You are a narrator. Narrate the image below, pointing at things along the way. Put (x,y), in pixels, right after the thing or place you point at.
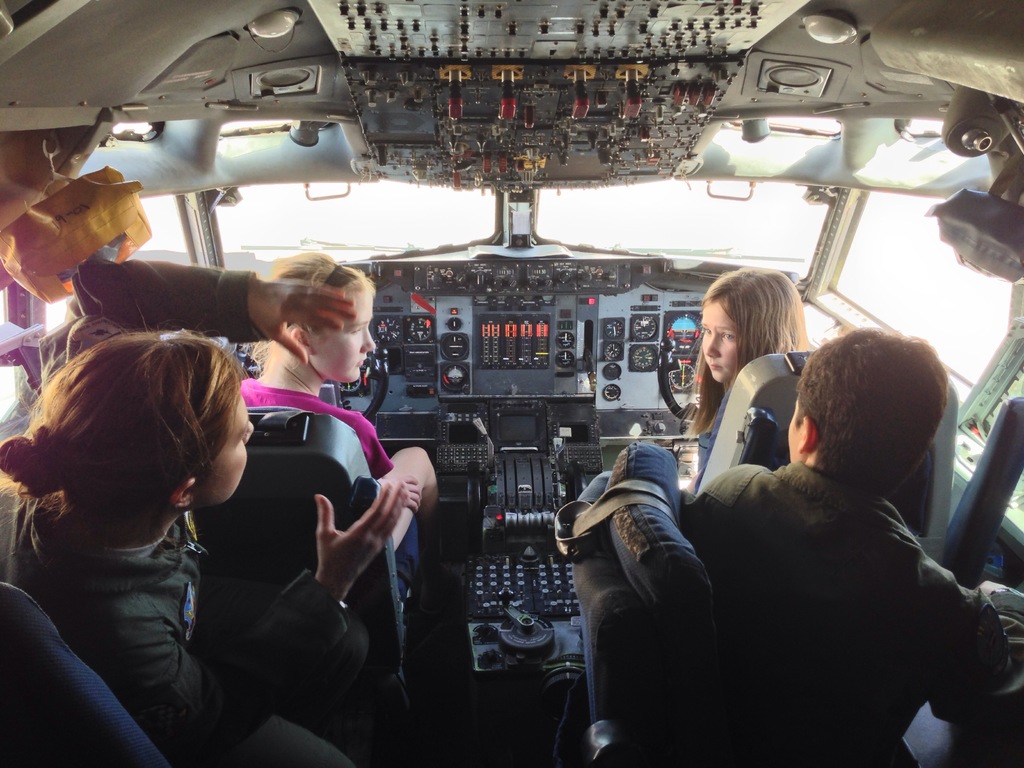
In the image there is a inside of the flight (402,22). To the front of the image (811,392) there are two persons (811,392) sitting on the seats (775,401). In front of them there are two persons (358,413) sitting on the seats (751,380). In front of them there are switch boards (524,456), screens (630,368) and some other items (487,336). And to the top of the image (372,96) there is a switch board (458,111) with switches (533,116). And in front of the persons (317,402) there is a window (554,221) with the glass (813,220) and also there are few other items (549,522) in it.
